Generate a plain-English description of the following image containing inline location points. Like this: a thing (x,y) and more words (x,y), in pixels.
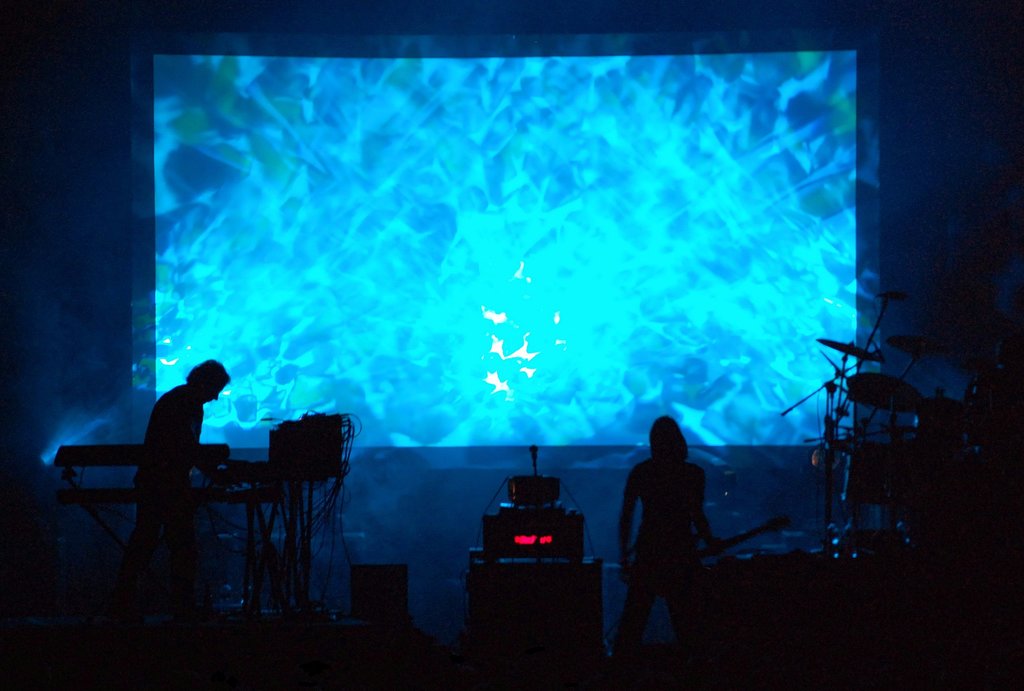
In the background (704,395) we can see a screen (507,319). In this picture we can see people (155,416), musical instruments (309,447), microphone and few objects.
